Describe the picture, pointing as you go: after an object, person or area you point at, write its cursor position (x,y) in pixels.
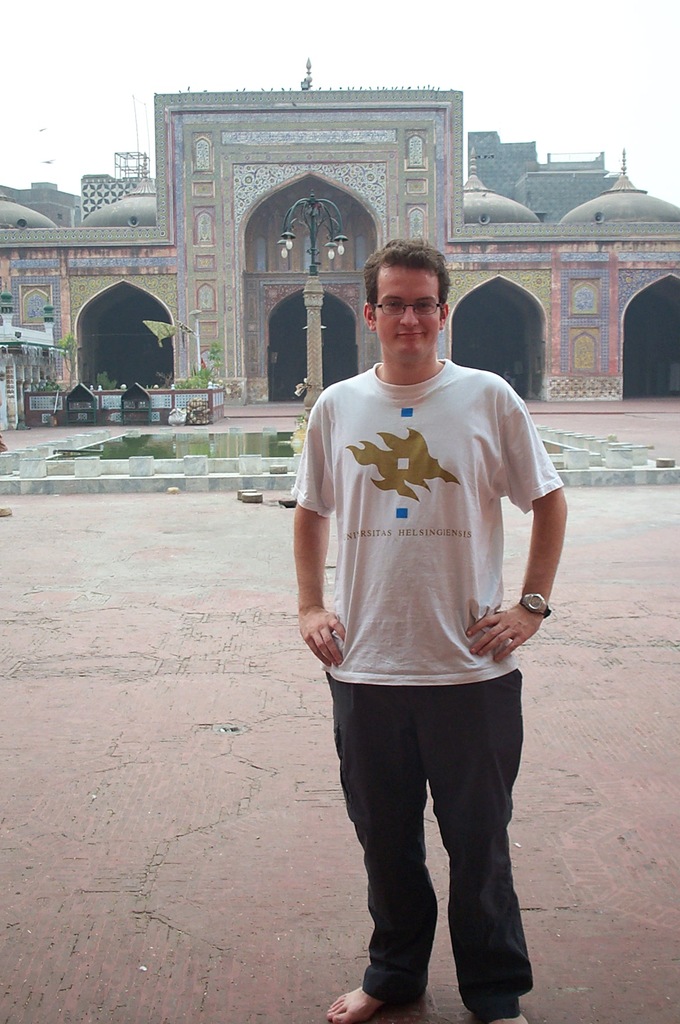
In the foreground of this picture (448,598), there is a man (424,593) standing in front of a mosque (337,228). In the background (153,275), there is a fountain (140,444), mosque (147,244) and the sky (150,38).
